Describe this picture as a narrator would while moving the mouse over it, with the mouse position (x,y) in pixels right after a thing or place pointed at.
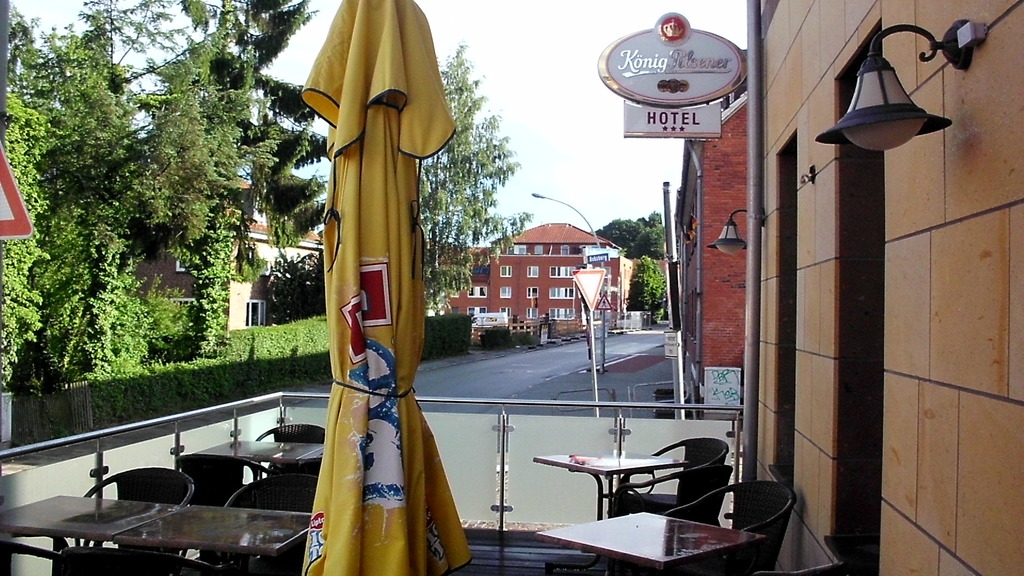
In this image I can see chairs (287,500), tables (190,518) and yellow color cloth (369,266). Back I can see buildings (547,231), windows (570,270), signboards (603,304), light-poles (602,264) and trees (262,208). The sky (512,144) is in white color.
